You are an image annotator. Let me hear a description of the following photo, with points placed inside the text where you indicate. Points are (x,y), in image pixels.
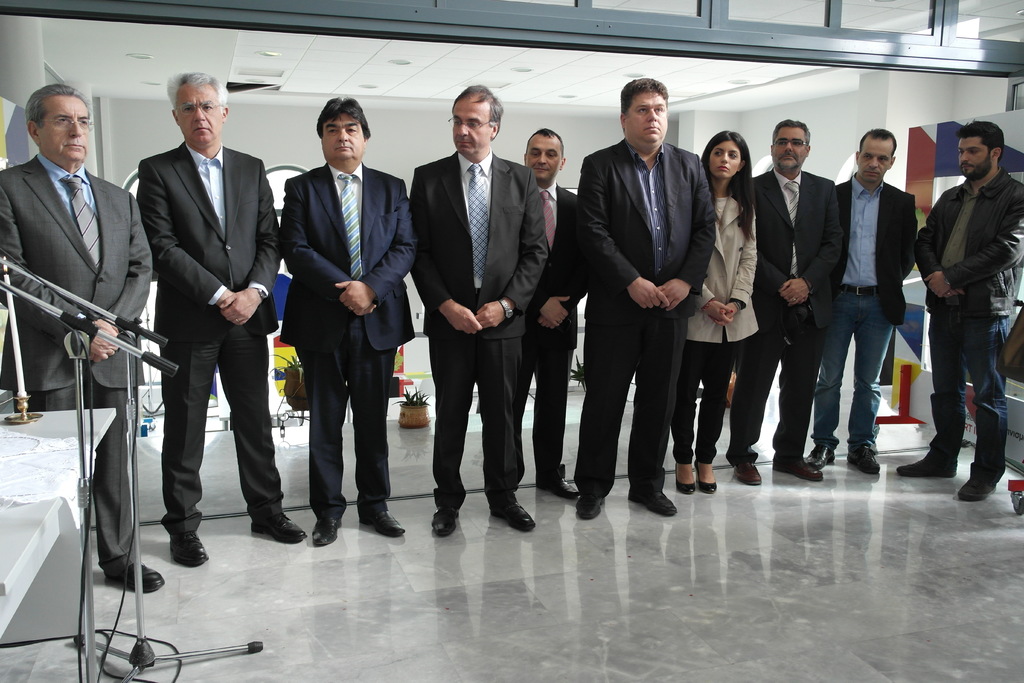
On the left side (141,652), there are two stands (61,320). Beside them, there is a table (24,538), on which there are some objects (29,490). In the background (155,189), there are persons (693,184) in different color dresses (679,186), standing on the floor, there is a pot plant (412,403) and there is a white wall (429,128).
